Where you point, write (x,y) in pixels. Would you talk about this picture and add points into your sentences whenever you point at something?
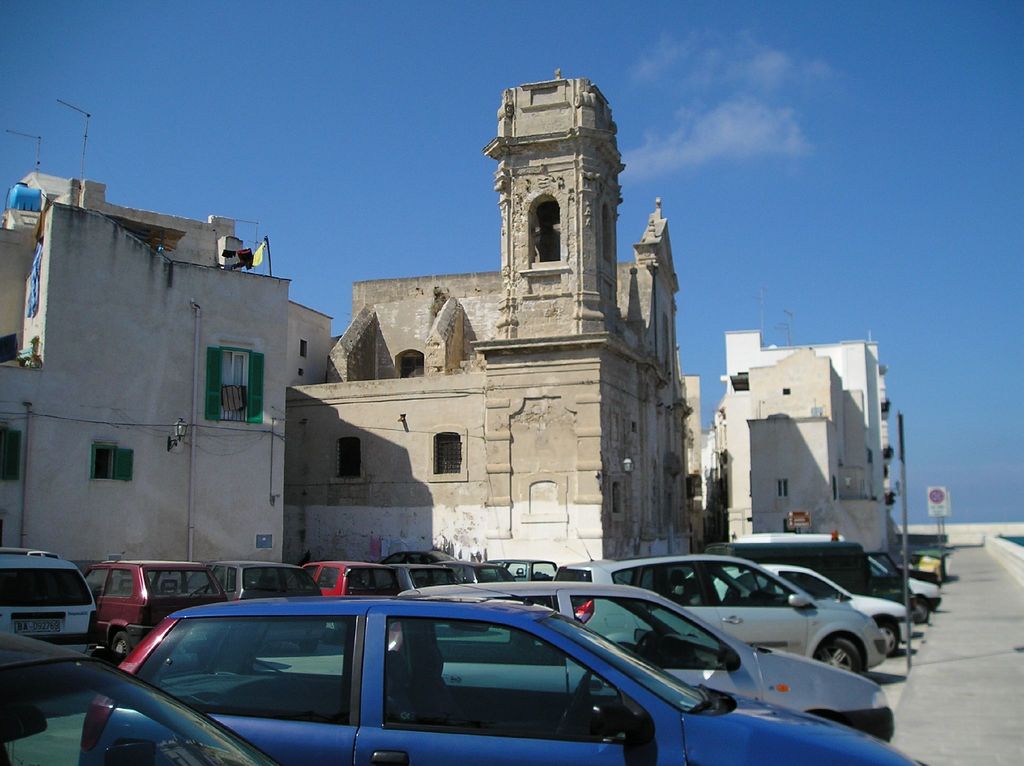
In this image there is the sky (811,114) towards the top of the image (746,105), there are clouds (745,113) in the sky (737,138), there are buildings (410,396), there are windows (231,353), there is a wall (514,435), there are cars (774,574) towards the bottom of the image (807,580), there are poles (903,540), there are boards (937,514), there is ground (969,607) towards the right of the image (994,621).
